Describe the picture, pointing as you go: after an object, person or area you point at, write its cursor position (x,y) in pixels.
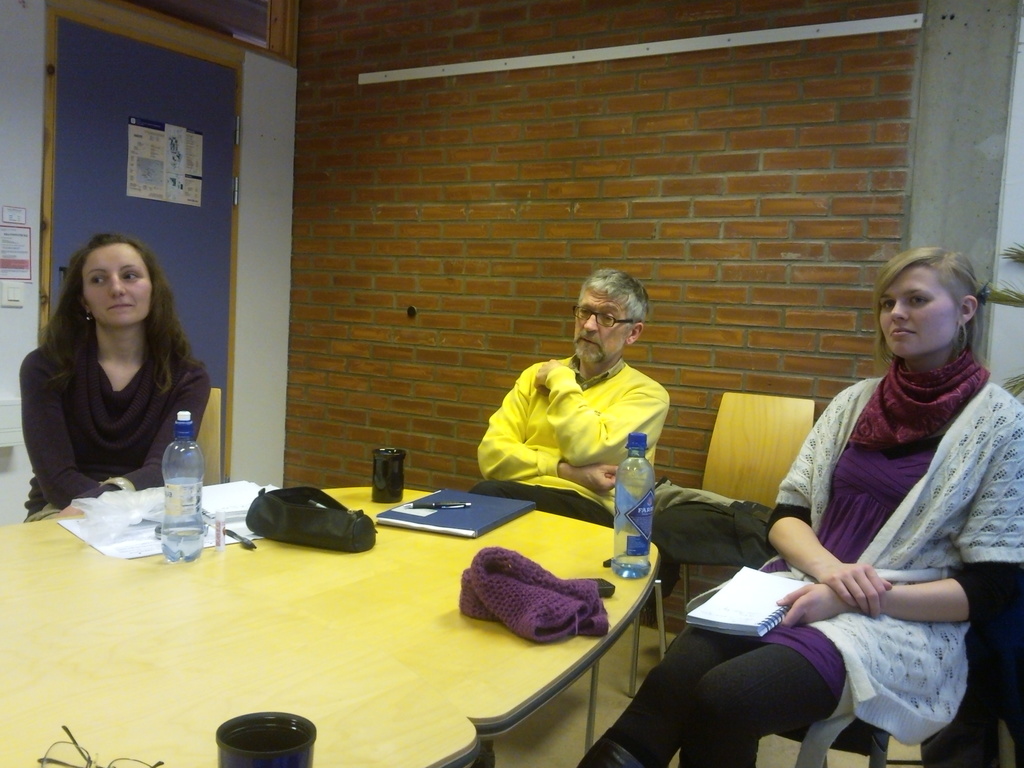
In this image I can see three persons (55,471) are sitting on chairs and in the front of them I can see a table (520,654). On the table (162,633) I can see few bottles (628,513), a book (474,520), a bag (316,521), few glasses (388,480), a specs (41,766), few pens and few white colour things (132,526). On the right side of this image (694,738) I can see one woman (800,577) is holding a notebook (772,599) and behind her I can see a plant (990,306). On the left side I can see few boards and on it I can see something is written. I can also see an empty chair (740,447) in the background (754,423).
